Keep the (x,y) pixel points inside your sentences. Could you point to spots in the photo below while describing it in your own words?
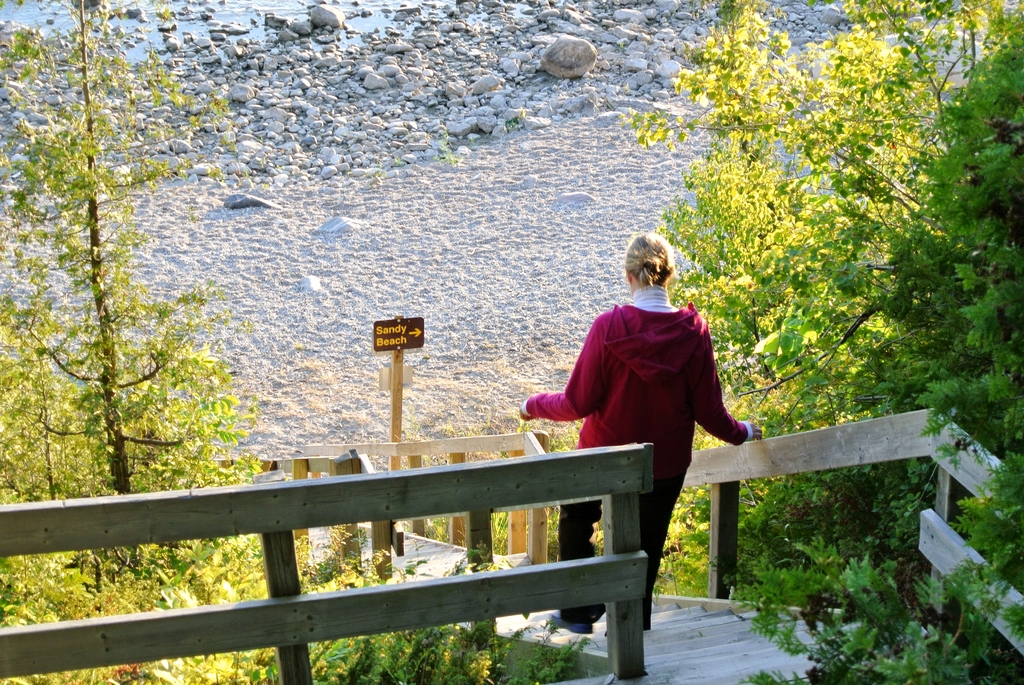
In this picture we can see a person (640,441) in the front (639,422), at the bottom (720,670) there are some stairs (738,663), on the right side (781,496) and left side we can see trees (913,376), there is a board (411,347) in the middle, in the background (431,298) there are some stones (621,90), water (229,2) and sand (408,198).
